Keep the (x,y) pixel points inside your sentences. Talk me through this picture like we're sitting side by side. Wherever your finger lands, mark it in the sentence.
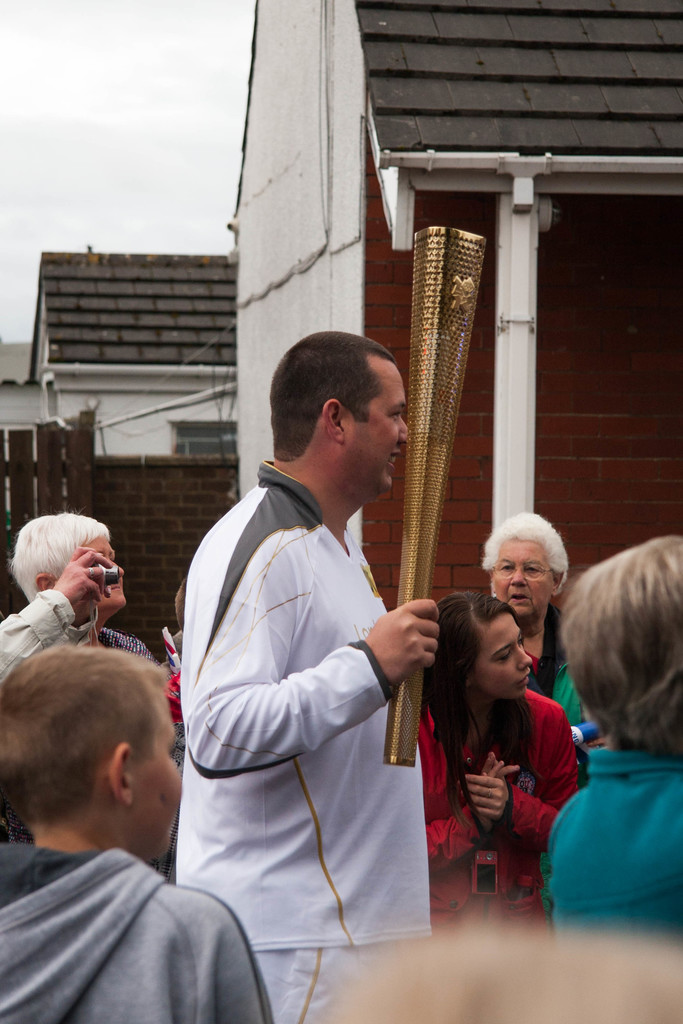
In this picture I can see that there are a group of people (401,778) standing here and in the backdrop (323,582) I can see this person (380,632) is holding a object (405,693) in his hand (401,645) and in the backdrop (293,67) there is a building (120,341) and the sky (144,148) is cloudy.
